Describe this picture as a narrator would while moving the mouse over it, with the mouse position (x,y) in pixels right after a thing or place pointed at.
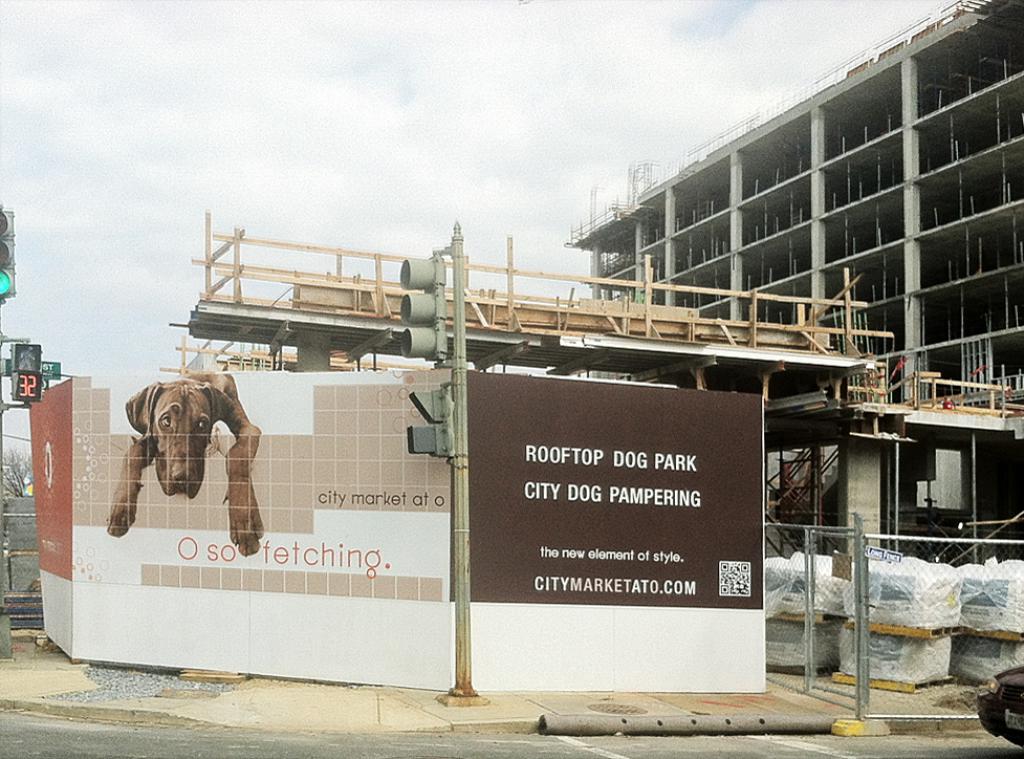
This picture is taken from the outside of the building (1012,211). In this image, in the right corner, we can see one edge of a car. On the right side (898,552), we can also see net fence (873,582), on the net fence (834,556), we can see boxes (939,606). On the right side (1010,211), we can see a building (934,323), pillars (819,232). In the middle of the image (597,439), we can see a hoarding (691,607), in the hoarding (628,573), we can see some pictures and text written on it. On the left side (31,381), we can see a traffic signal (24,362). In the background (285,317), we can see a bridge (493,341), wood (358,302), trees (13,466). At the top (269,83), we can see a sky (494,93) which is a bit cloudy, at the bottom (784,736), we can see a road (688,739).
